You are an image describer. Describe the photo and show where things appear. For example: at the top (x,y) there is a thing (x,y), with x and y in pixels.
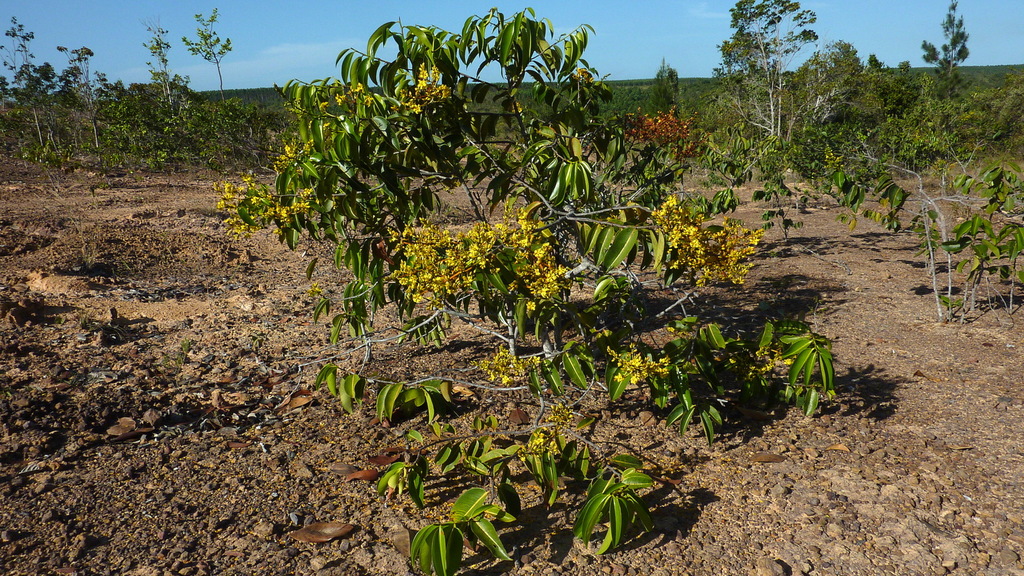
In this image, there are trees (452,268). At the top (321,35) it is the blue color sky (301,42).
